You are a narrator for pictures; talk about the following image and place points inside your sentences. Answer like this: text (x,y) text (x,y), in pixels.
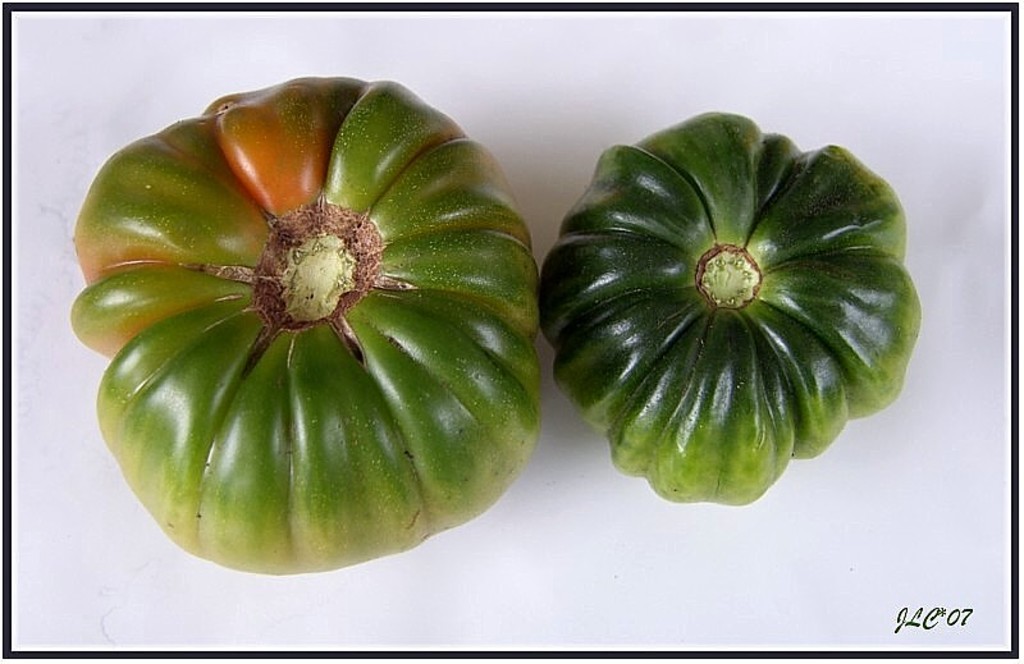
In this image, we can see vegetables (463,326) on the white surface (657,513). On the right side (919,615) bottom corner, there is a watermark (953,618). Here we can see black color borders (350,5) in the image.
